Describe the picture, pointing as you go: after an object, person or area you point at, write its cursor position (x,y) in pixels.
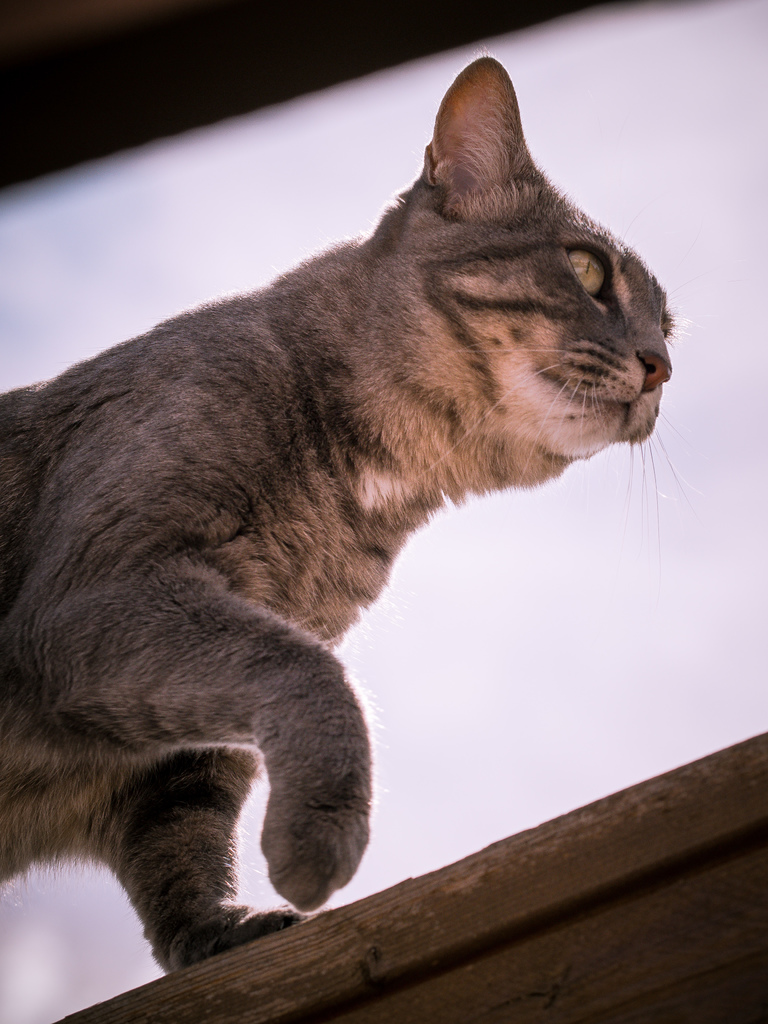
In this image we can see a cat (63,456) standing on the wooden surface (381,906).
